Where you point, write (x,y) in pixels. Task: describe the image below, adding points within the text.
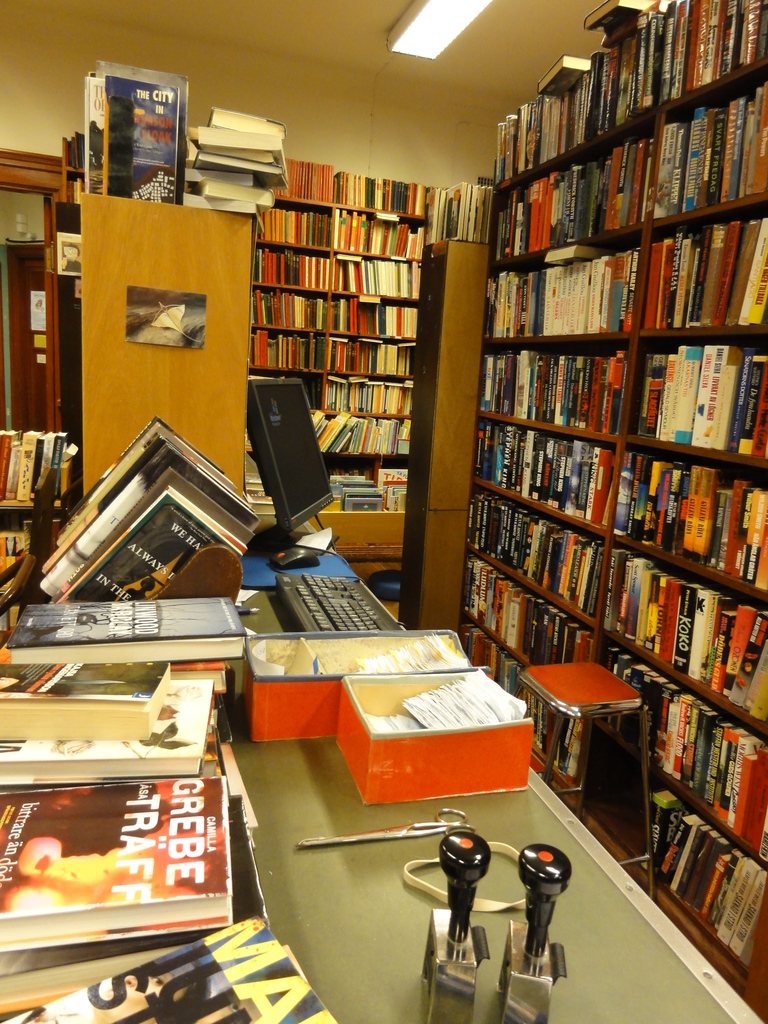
This picture might be taken in a library, in this image there are some book racks (709,571). In that book racks (402,215) there are some books (701,254), and at the bottom (622,927) there is one table (343,1008). On the table (622,927) there is one keyboard (294,583), computer (266,472), books (34,865), scissor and boxes (353,726) and some other objects (488,714). And on the right side (551,674) there is one stool (584,690), on the left side (37,278) there is a door (26,353). At the top (289,41) there is ceiling (554,34) and light (415,40).
